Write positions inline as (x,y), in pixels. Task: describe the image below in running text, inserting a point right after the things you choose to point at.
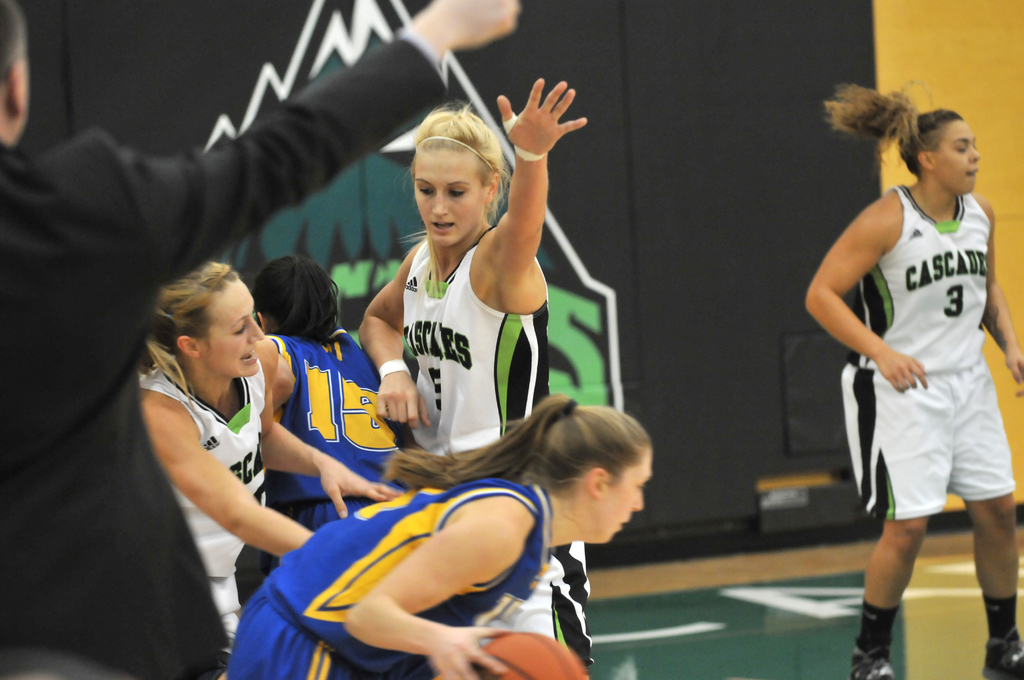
In this picture this Girls (270,367) are playing basketball and one man (182,190) is standing on the left (147,515).
